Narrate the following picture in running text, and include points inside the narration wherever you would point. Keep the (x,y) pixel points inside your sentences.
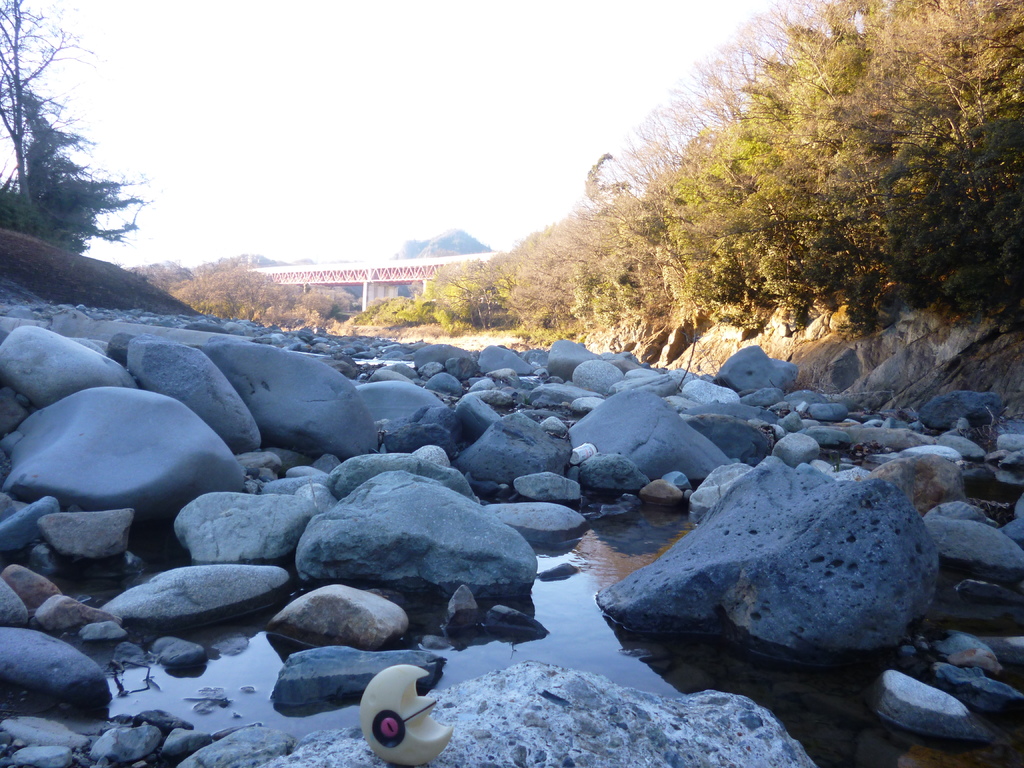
In the foreground of this image (524,514), there is water (739,672), rocks (378,486) and an object (437,750) at the bottom (510,740), there are trees (340,297), a bridge (399,281), mountains (412,251) and the sky (185,104).
